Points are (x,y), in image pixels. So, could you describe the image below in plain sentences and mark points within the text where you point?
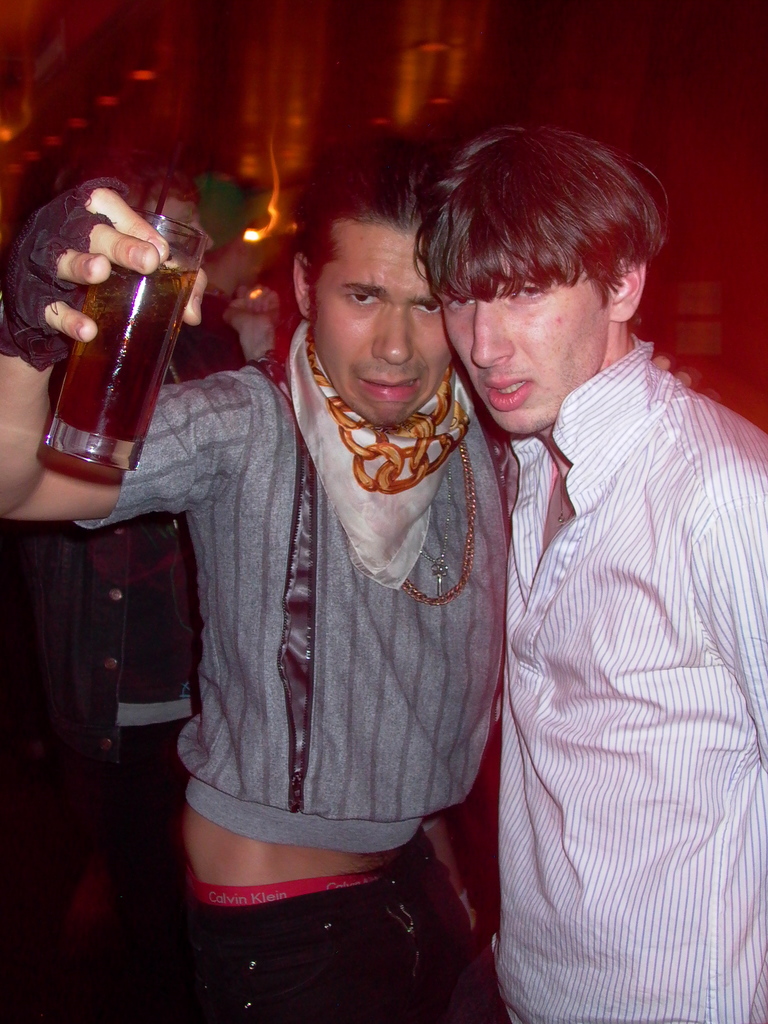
In this image in the foreground (368,492) there are two persons (380,495) who are standing and one person (228,423) is holding a glass (95,392), in the background (156,727) there is another person (136,605) and some lights (264,232).
